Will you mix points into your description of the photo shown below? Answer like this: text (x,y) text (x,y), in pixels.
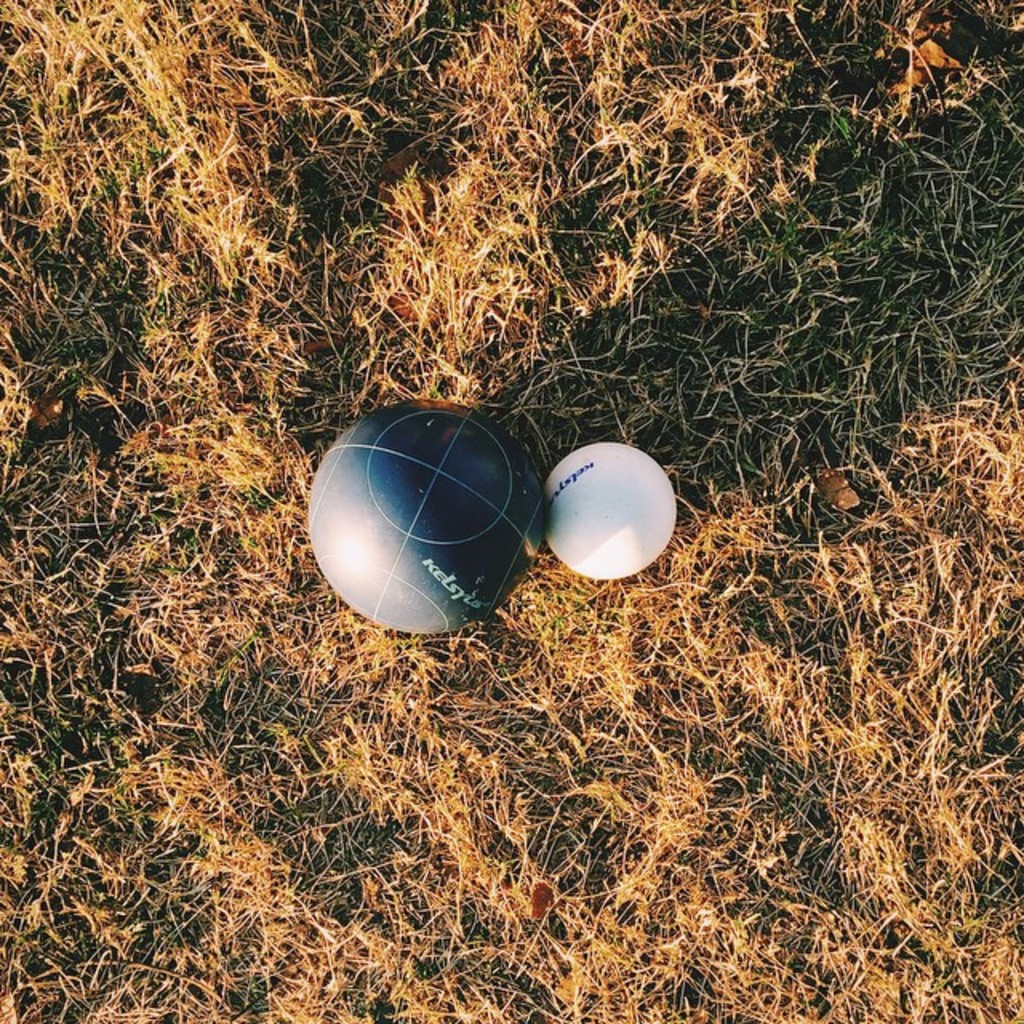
At the bottom (594,755), we see the dry grass (558,807). In the middle (392,538), we see the balls (478,520) in white and grey color.
